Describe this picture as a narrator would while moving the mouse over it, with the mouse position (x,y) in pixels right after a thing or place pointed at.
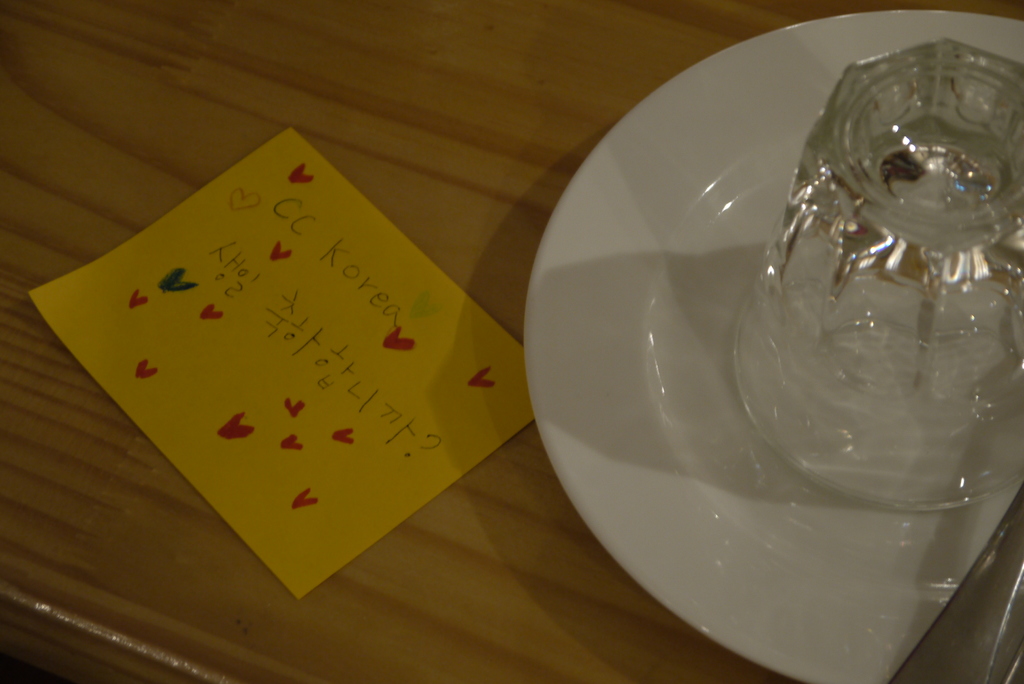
In this picture we can see a wooden platform (490,564). On a wooden platform (490,564) we can see a paper note (381,221) with some information (237,422). On the right side of the picture (846,340) we can see a plate (759,533), glass (851,322) and an object (976,643).
